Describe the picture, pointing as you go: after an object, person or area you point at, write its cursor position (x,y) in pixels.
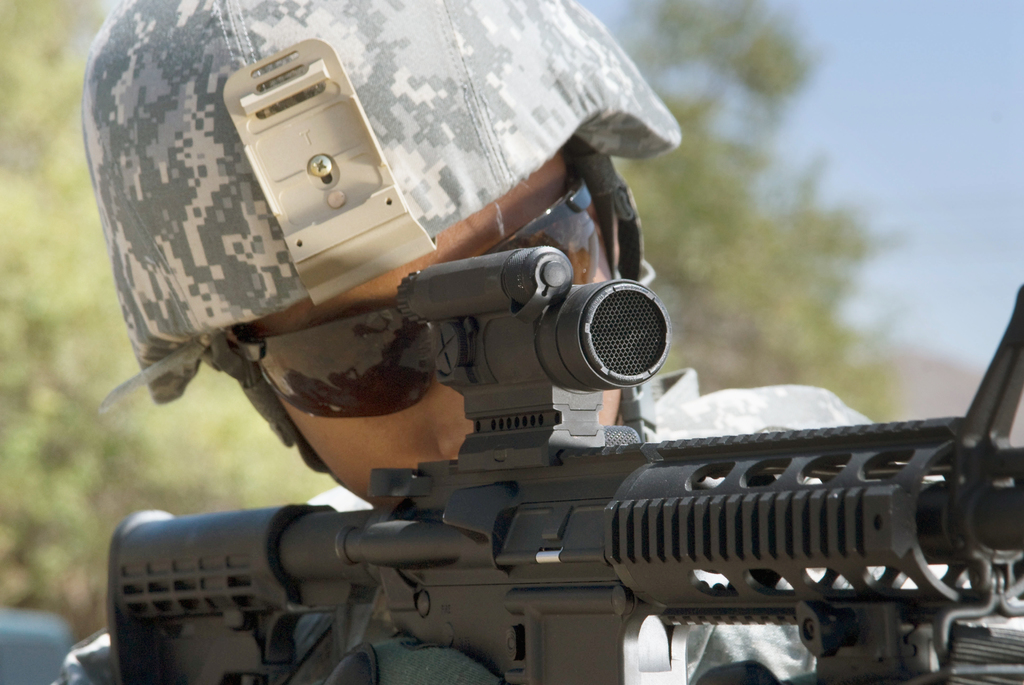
In this image we can see a man (461,679) wearing a uniform (702,409) and holding a rifle (694,526) in his hand (445,671). In the background (743,303) there are trees (716,188) and sky (886,144).
